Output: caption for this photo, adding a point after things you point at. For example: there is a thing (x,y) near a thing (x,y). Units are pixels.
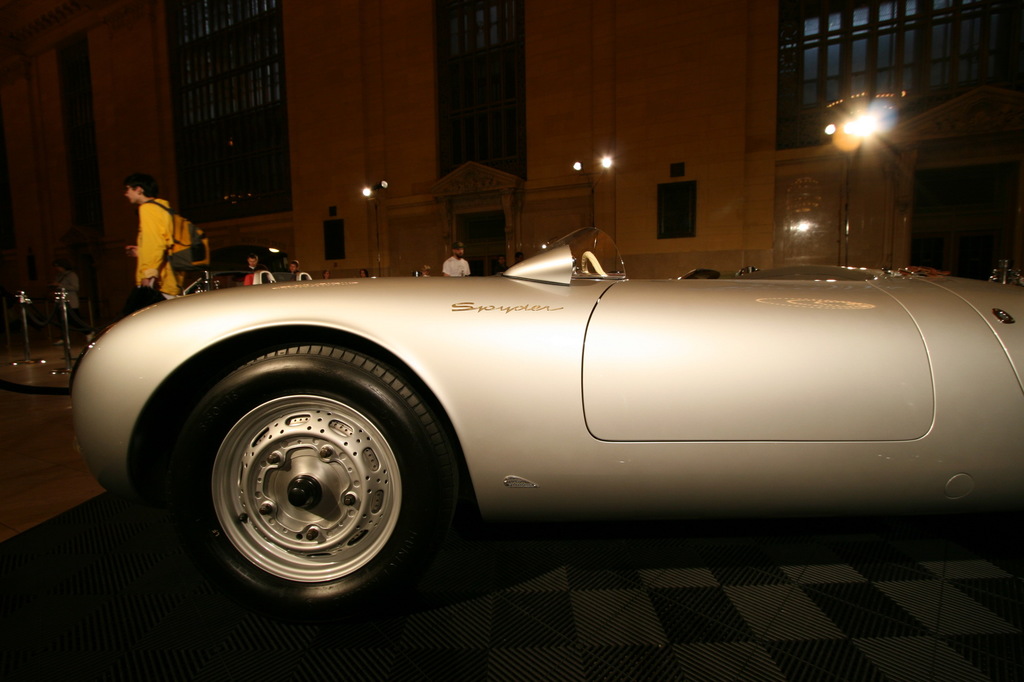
There is a gray color vehicle (467,278) parked on the floor (391,614). In the background (890,227), there are lights (866,140) attached to the poles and there is a building (305,25).
